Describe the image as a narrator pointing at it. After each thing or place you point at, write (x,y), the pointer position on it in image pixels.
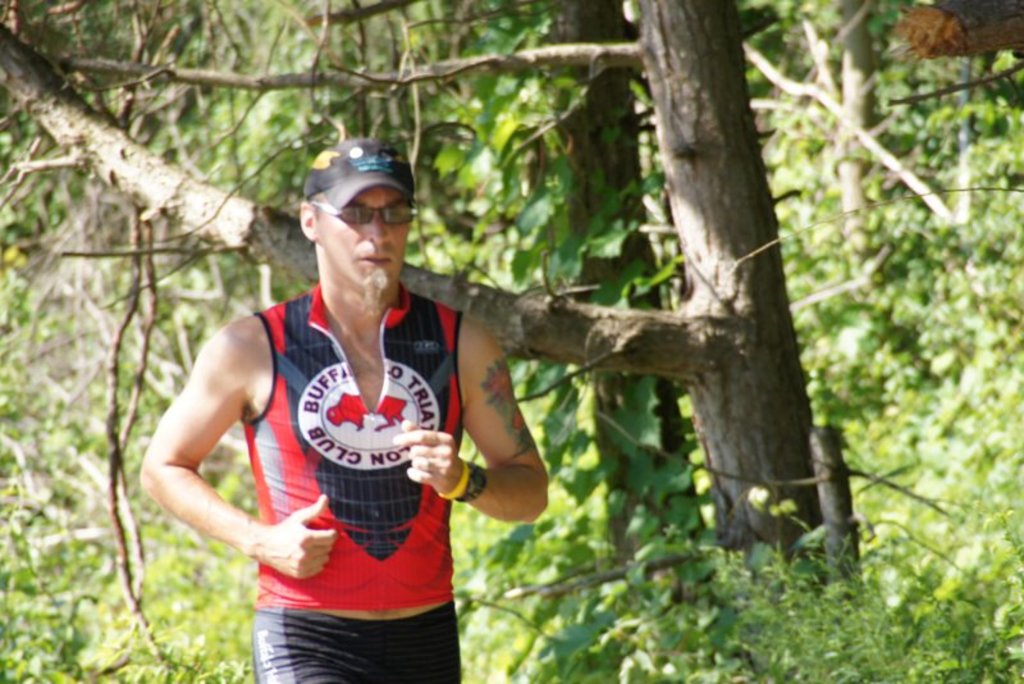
In this image there is a man (388,551) jogging wearing cap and glasses (391,217), in the background (808,243) there are trees (559,320).
